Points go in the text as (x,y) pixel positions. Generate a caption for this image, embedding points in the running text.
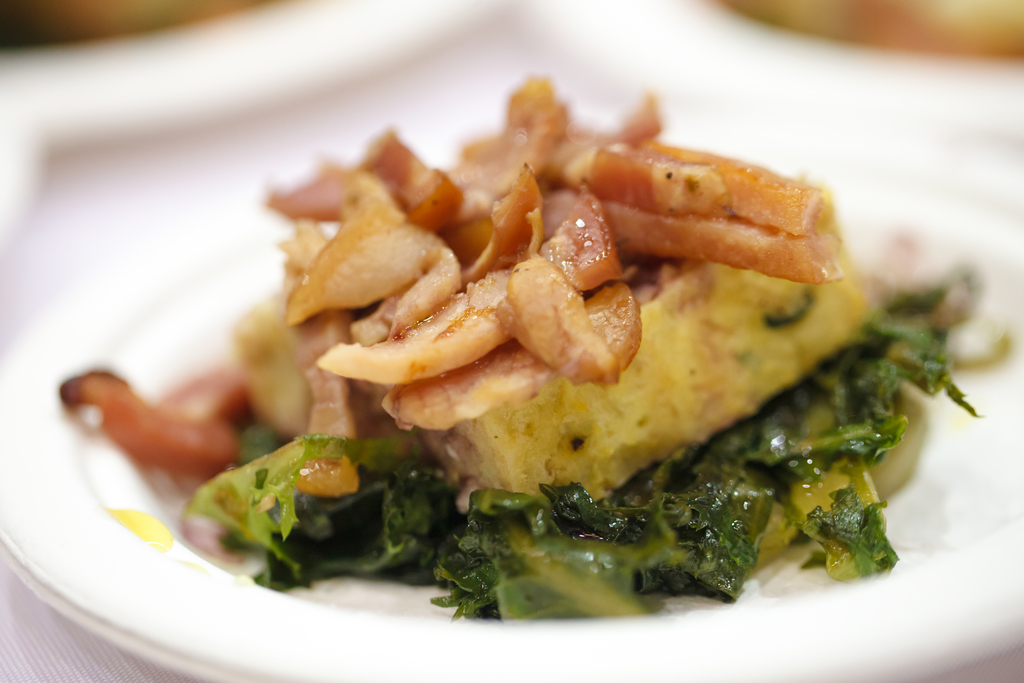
In this image I can see the white colored plate (153,272) and in the plate (184,496) I can see a food item (639,484) which is green, cream, brown and yellow in color. I can see the blurry background (915,42).
